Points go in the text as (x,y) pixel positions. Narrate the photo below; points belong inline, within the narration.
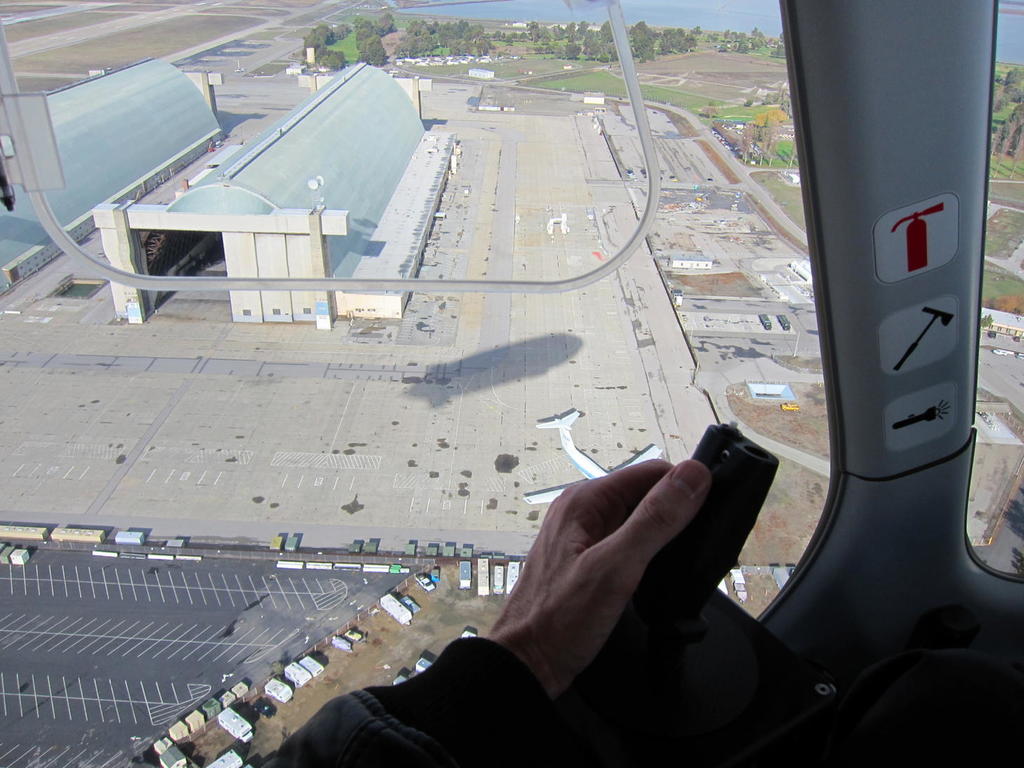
This image is taken from the top angle. On the right side of the image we can see there is a person's hand (562,620). In the background (204,566) there is a road (250,630). On the road (253,656) there are some vehicles (468,579) parked, buildings (264,169), trees (560,53) and river (698,1).
